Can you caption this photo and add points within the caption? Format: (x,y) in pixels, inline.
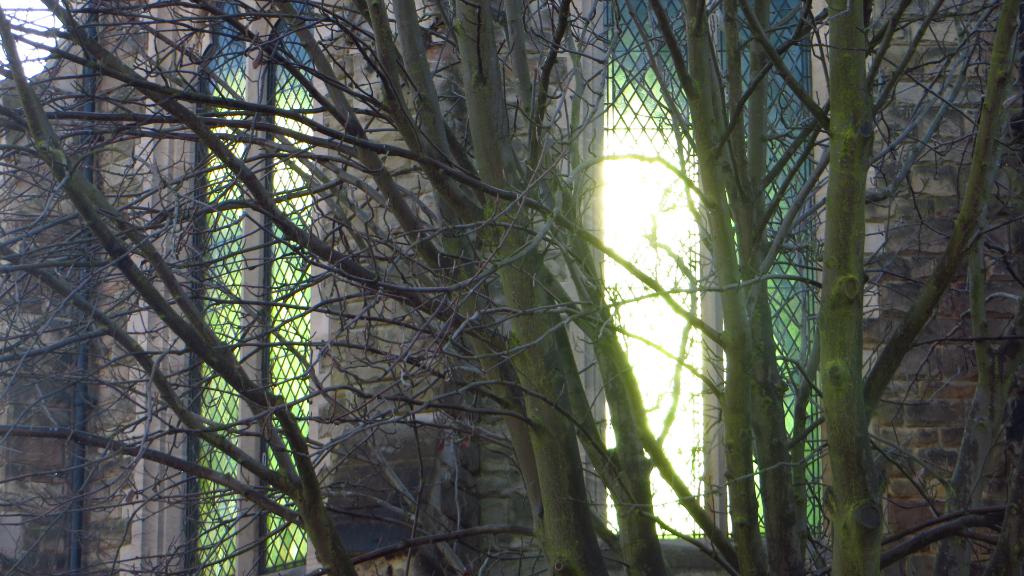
In this image we can see a group of trees (482,257), building (707,264), windows (241,249) and in the background (36,27) we can see the sky (43,43).
